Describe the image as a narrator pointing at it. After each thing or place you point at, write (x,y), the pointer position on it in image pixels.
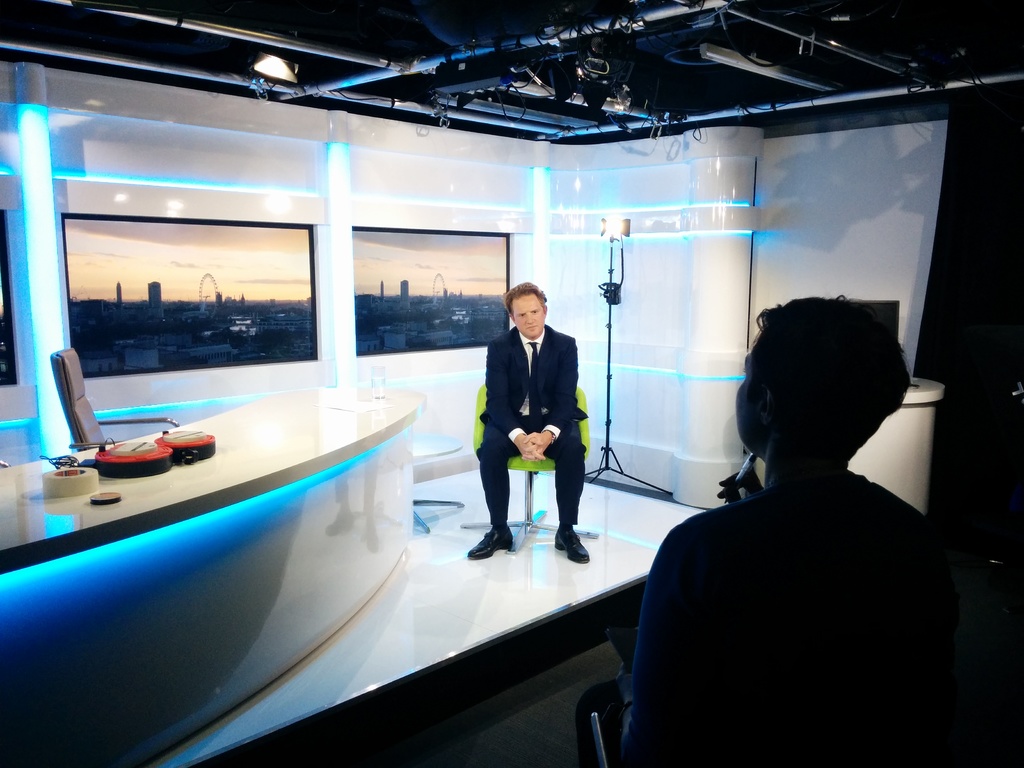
In this picture we can see man (513,420) wore blazer (509,393), tie (534,389) sitting on chair (525,471) and beside to him on table (34,477) we can see tape (93,482) and chair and wall (327,286) with windows (413,328), stand (614,241) and in front of him we have other person (774,388) sitting.
